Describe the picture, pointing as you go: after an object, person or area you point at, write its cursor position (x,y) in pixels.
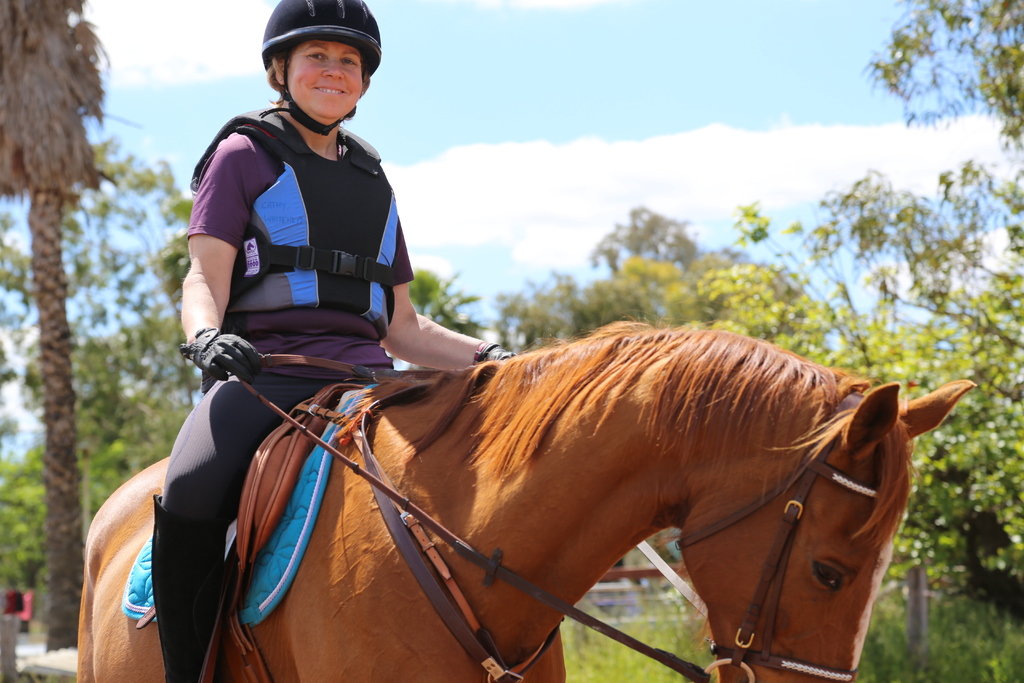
At the top (736,91) we can see a clear blue sky (709,86) with clouds (675,151) and it seems like a sunny day. On the background (544,300) we can see trees (723,298). Here we can see a horse (565,471) and a woman (375,260) is sitting on it wearing a helmet (295,42) and gloves (227,363) and she is holding a pretty smile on her face (343,87).
